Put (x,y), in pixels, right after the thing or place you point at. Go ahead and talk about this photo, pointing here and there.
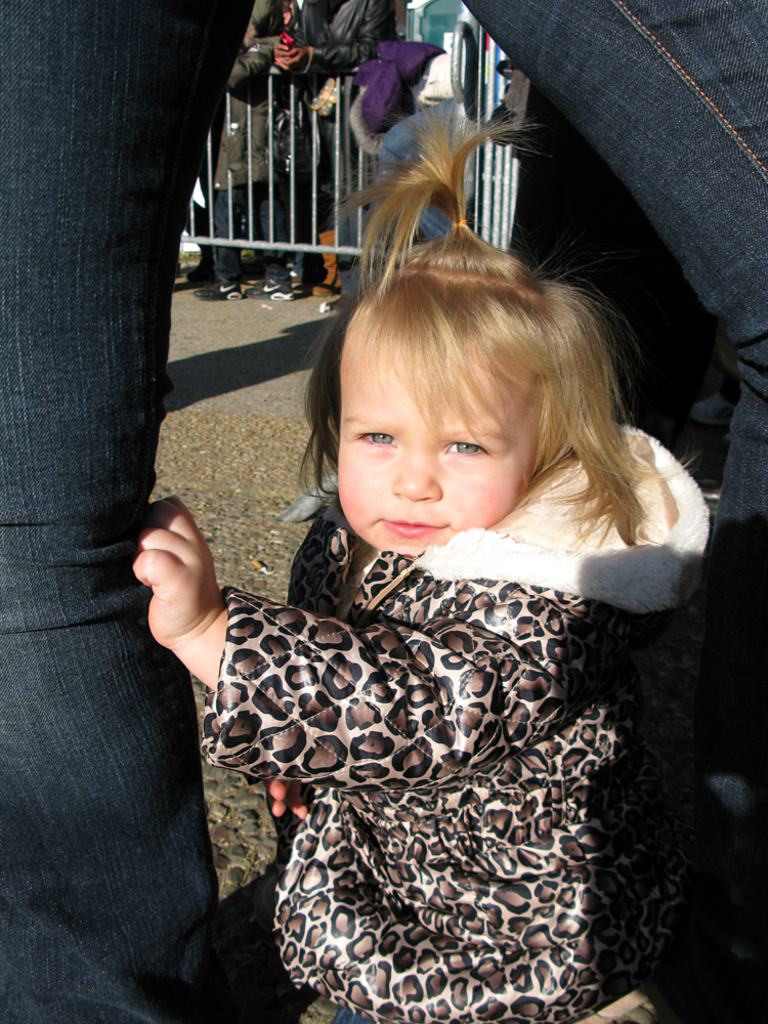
In this image we can see few people (365,119). There is a barrier (360,187) in the image.
